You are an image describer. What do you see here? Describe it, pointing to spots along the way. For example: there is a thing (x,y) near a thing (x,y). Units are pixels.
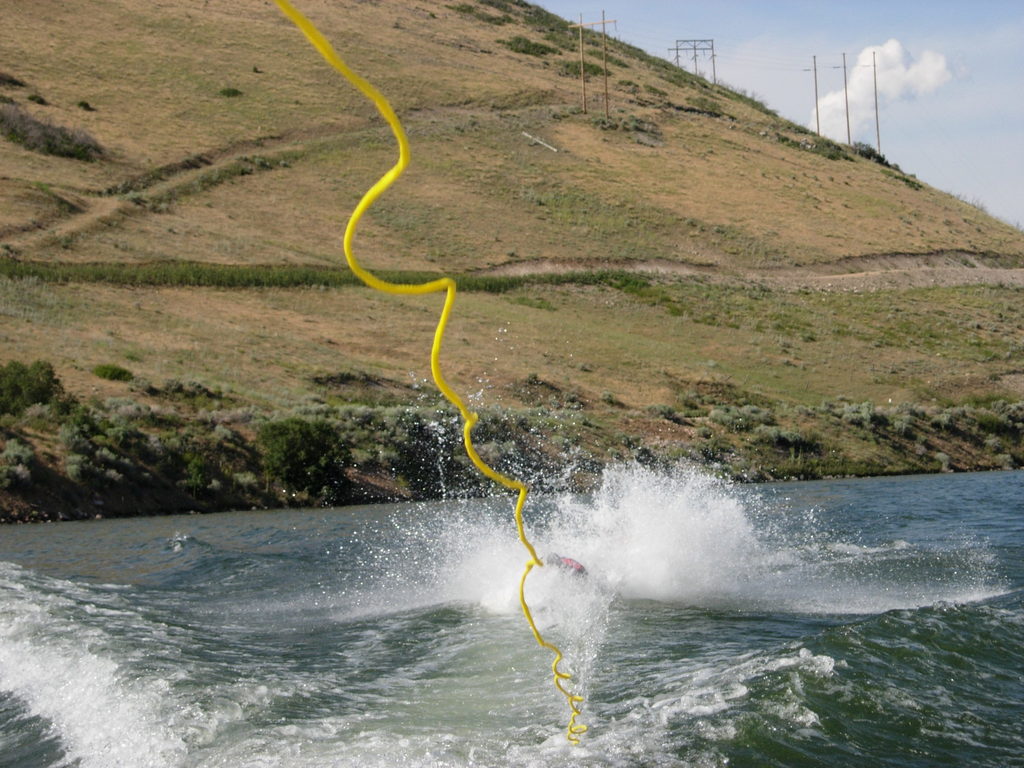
At the bottom of the image (454,628) there is water (517,615) and we can see a rope (314,45). In the background (469,165) there is a hill (596,96) and we can see poles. There is sky (822,110). We can see plants (173,427).
